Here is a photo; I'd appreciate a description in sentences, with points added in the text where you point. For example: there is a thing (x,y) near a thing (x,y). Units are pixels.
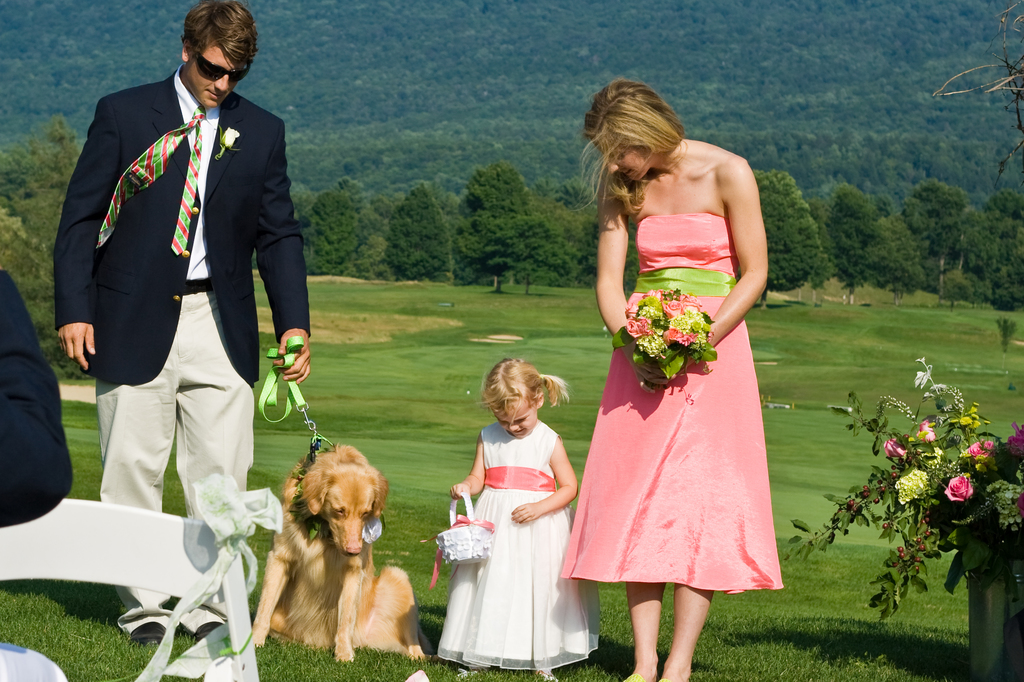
In this image we can see a person (165,619) who is on the left side (160,600) and he is holding a dog (394,585). Here we can see a woman (665,270) standing on the right side (701,290) and she is holding a flowers (658,346) in her hand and there is a baby girl (460,641) in the center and she is holding a basket (488,526). In background (951,246) we can see trees (497,229).
